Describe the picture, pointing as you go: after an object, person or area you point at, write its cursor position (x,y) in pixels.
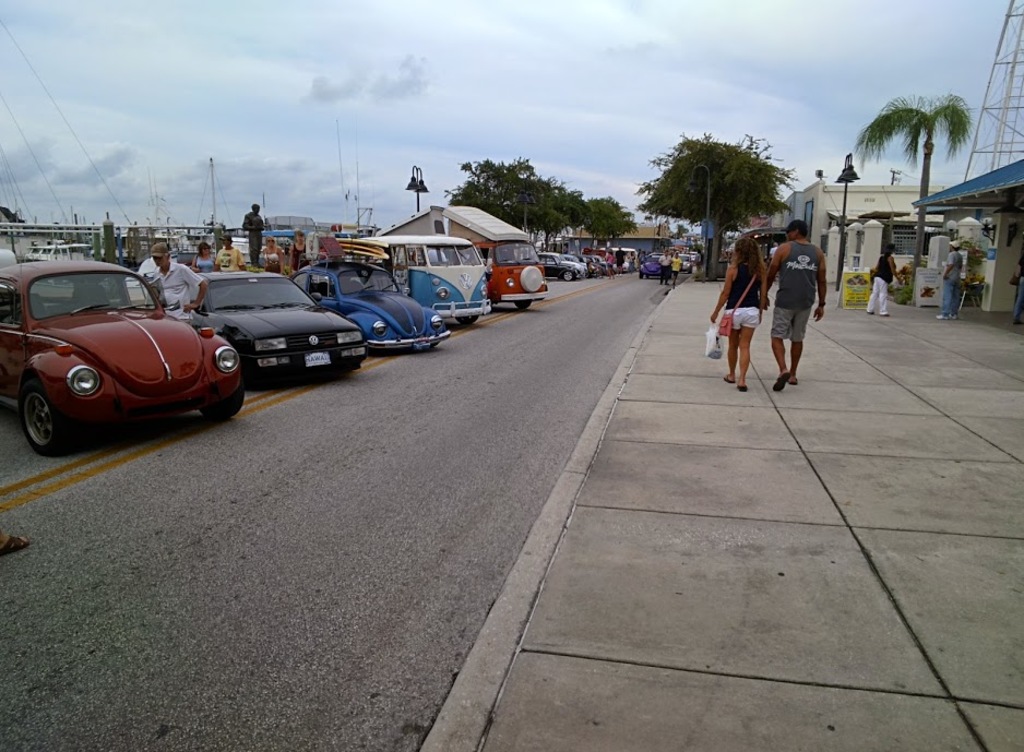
In this picture we can see vehicles (328,356) on the road (620,278) and a group of people (614,258) where some are standing and some are walking on a footpath (886,438), boards (867,282), buildings (913,258), poles (844,218), trees (540,199) and in the background (504,53) we can see the sky (658,77) with clouds (355,74).
